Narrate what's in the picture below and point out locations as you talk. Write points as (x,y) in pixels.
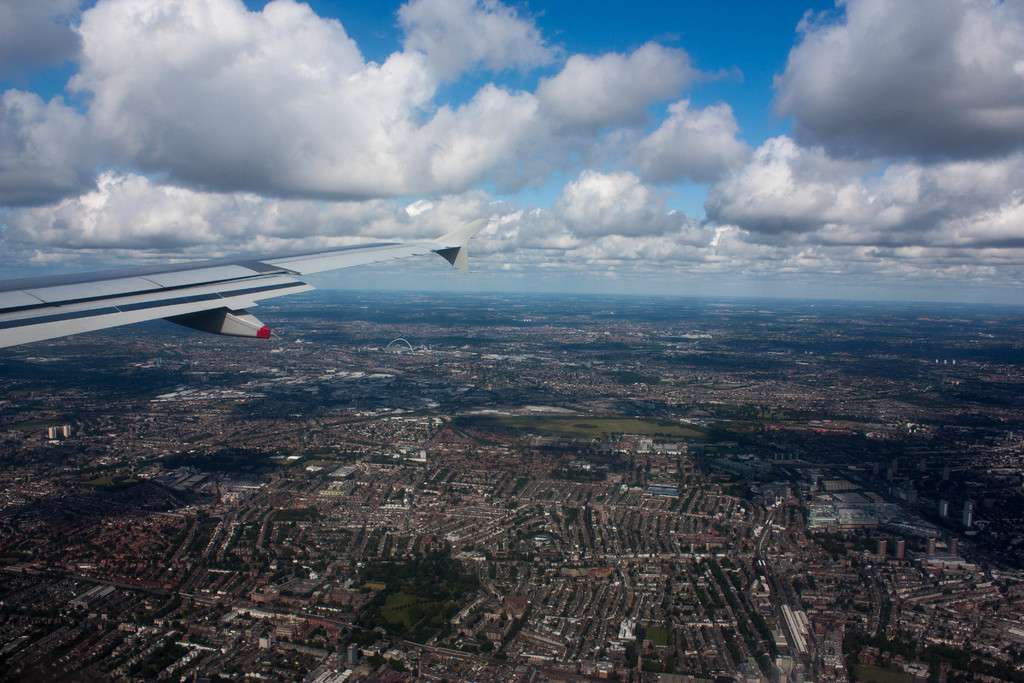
In this picture there is a view of the city (501,644) from the plane window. Beside there is a white color plane wing (150,305). In the bottom side of the image (163,612) there are many building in the ground (216,458).
